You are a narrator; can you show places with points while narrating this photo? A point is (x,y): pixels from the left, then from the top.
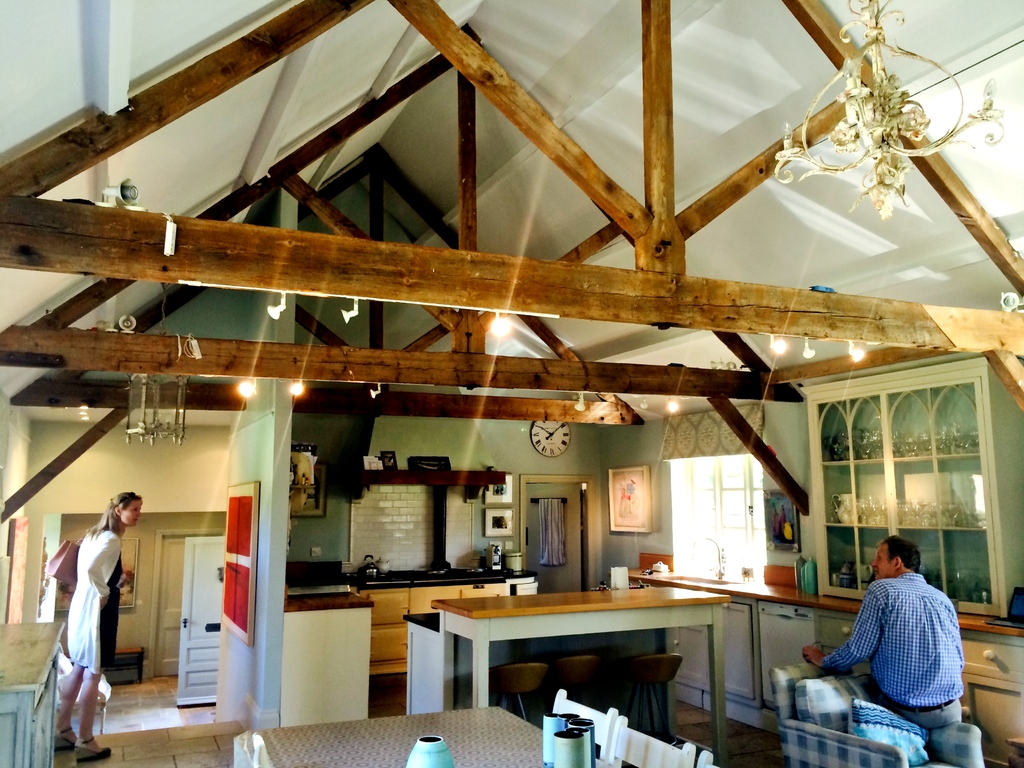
In this picture there is a person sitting on the couch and there is a woman (84,556) standing over here there is a wall clock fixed on wall (594,469) over here and there some chairs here is the crockery place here and there are some lights (509,312) and vase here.
